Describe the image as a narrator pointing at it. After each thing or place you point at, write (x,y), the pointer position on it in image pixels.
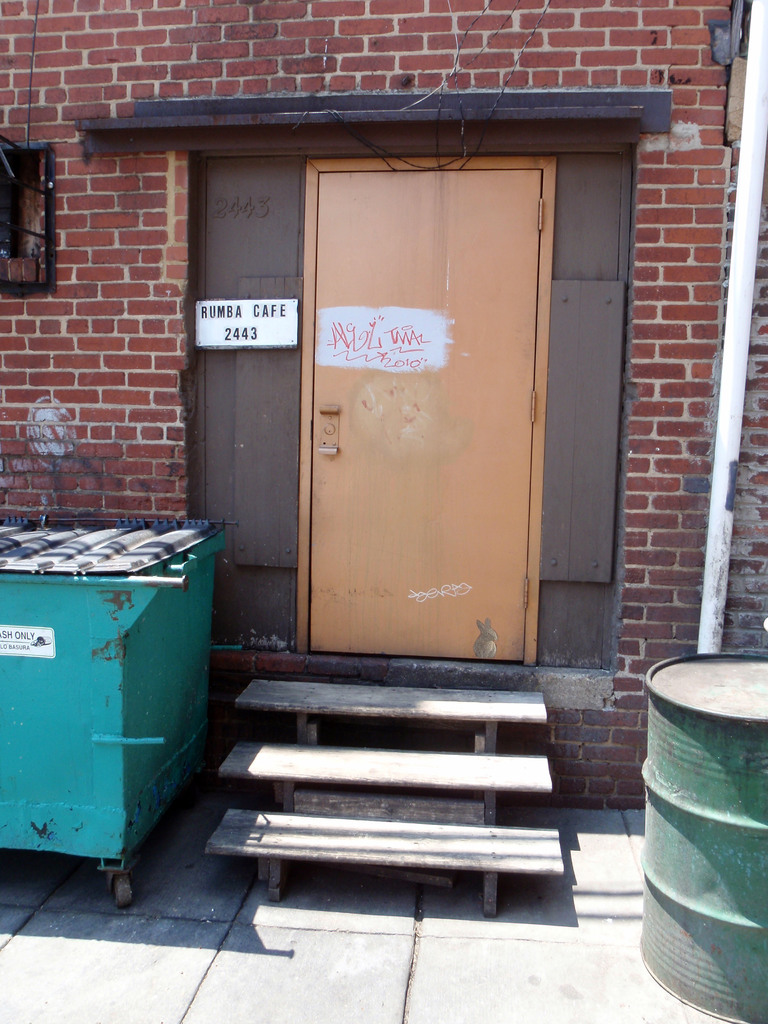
In this image there is a wall (58,257) having a door (416,438). Left side (113,813) there is an object (97,747) which is beside the stairs (349,785). Right side (717,836) there is a drum (668,871) on the floor (487,937).
